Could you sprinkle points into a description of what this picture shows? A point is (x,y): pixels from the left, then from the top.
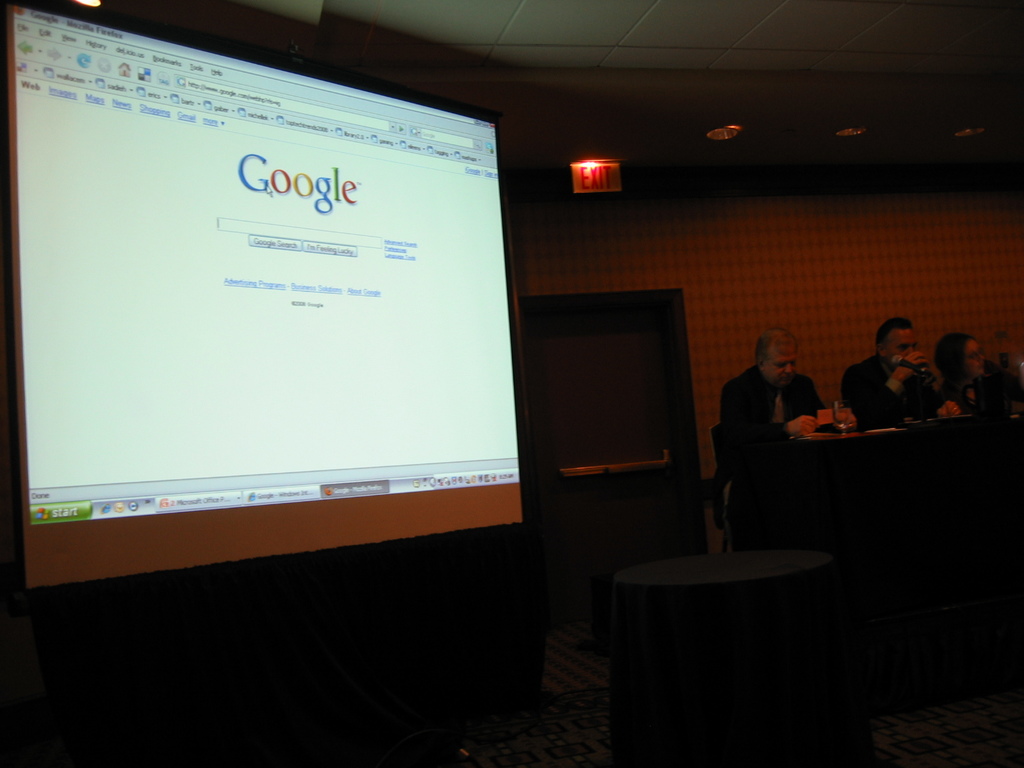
In this image there are group of people (771,374) sitting in chairs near table (867,491) and on table (870,469) there are glasses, papers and in the back ground (450,141) there is screen (390,376), door (587,313), name board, light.
